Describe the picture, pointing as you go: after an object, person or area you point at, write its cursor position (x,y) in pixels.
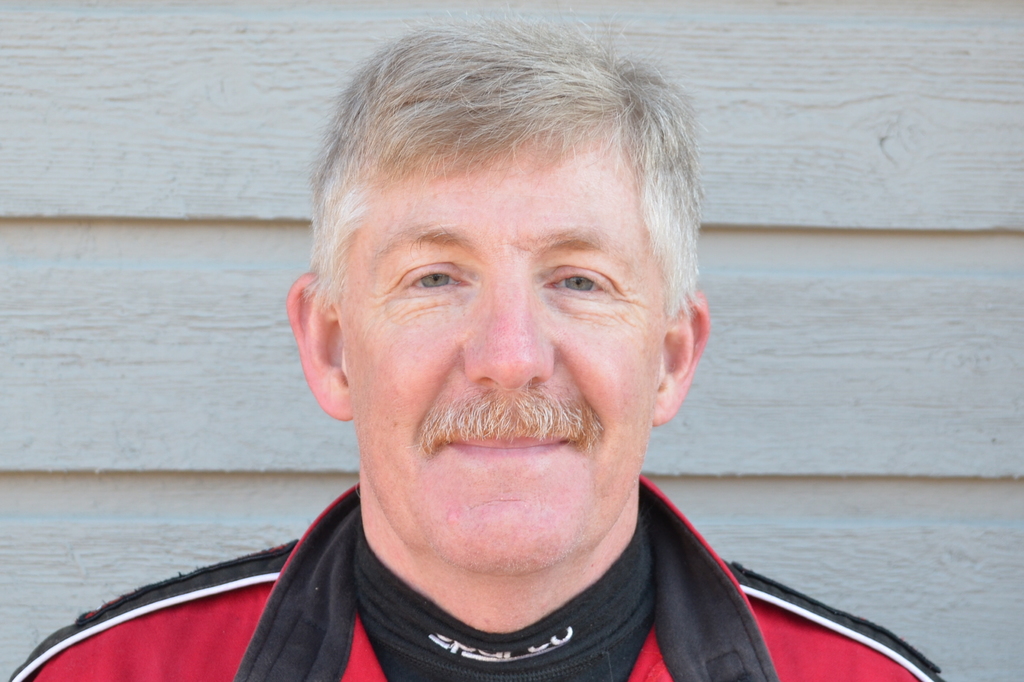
In this image we can see a person (555,635) wearing a dress (647,626). In the background (936,378), we can see the wall (212,163).
